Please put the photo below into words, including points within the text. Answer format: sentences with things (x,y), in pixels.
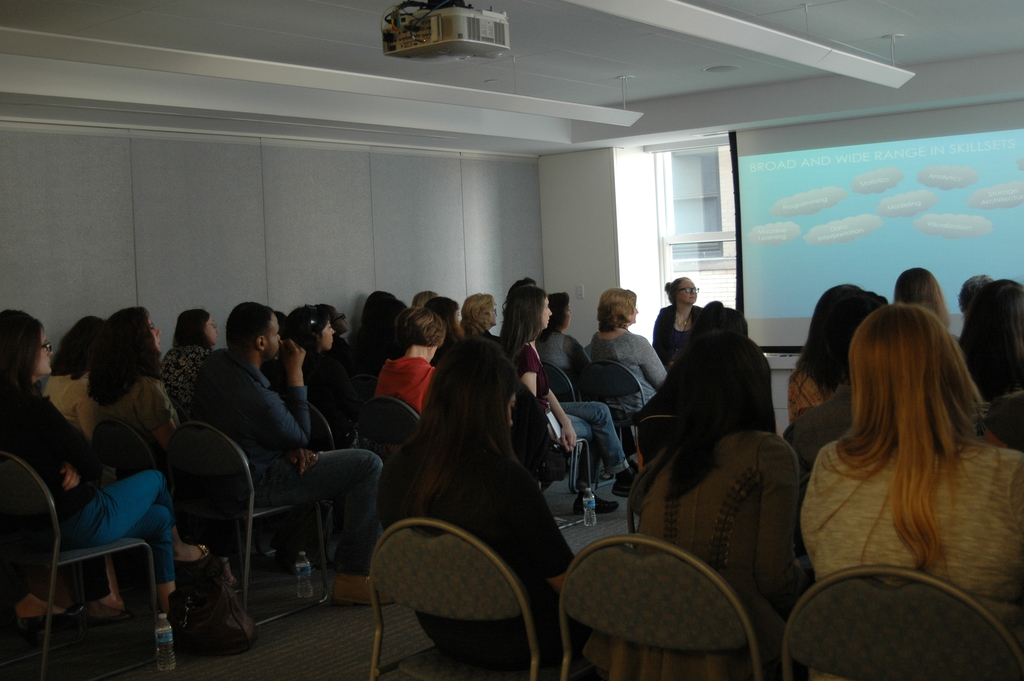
There are so many people (778,461) sitting on a row and seeing at the projector screen (1023,273) hanging from the wall (993,107).
